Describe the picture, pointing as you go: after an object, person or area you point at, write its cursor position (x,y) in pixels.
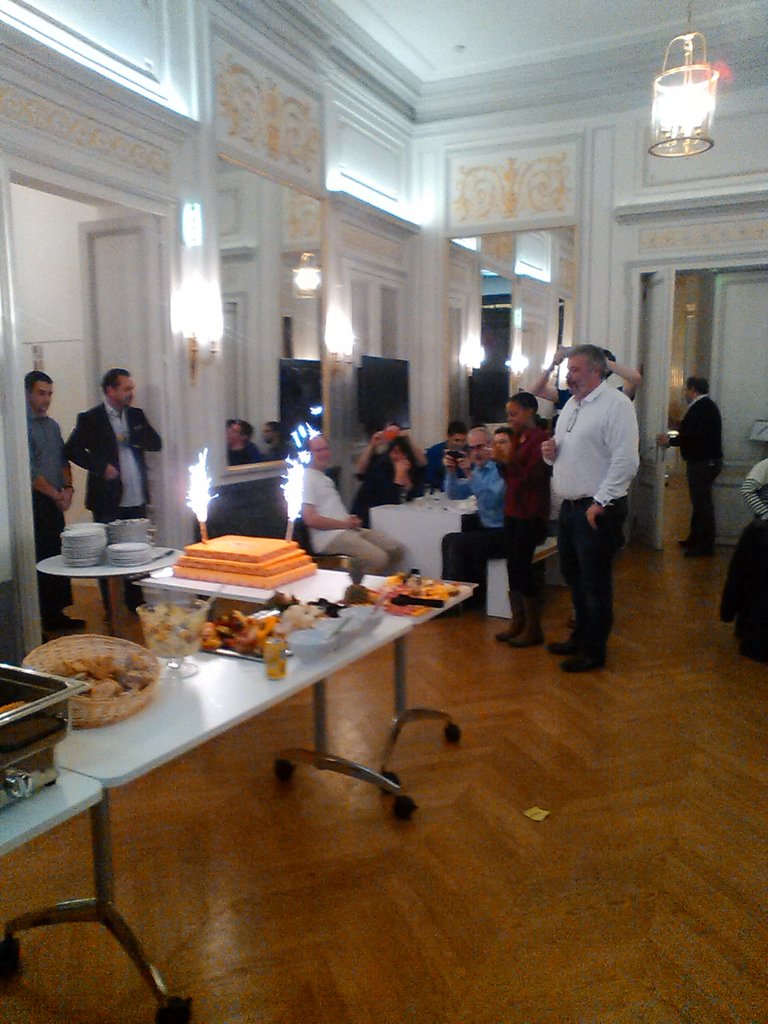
Here we can see some persons (460,461) are sitting on the bench (546,545). This is table (170,697). On the table (221,679) there are bowls (305,635), glasses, and some food (293,621). These are the plates (88,558). And this is floor (571,805). Here we can see some persons (529,496) are standing on the floor (592,777). On the background (613,258) there is a wall (425,232) and these are the lights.
